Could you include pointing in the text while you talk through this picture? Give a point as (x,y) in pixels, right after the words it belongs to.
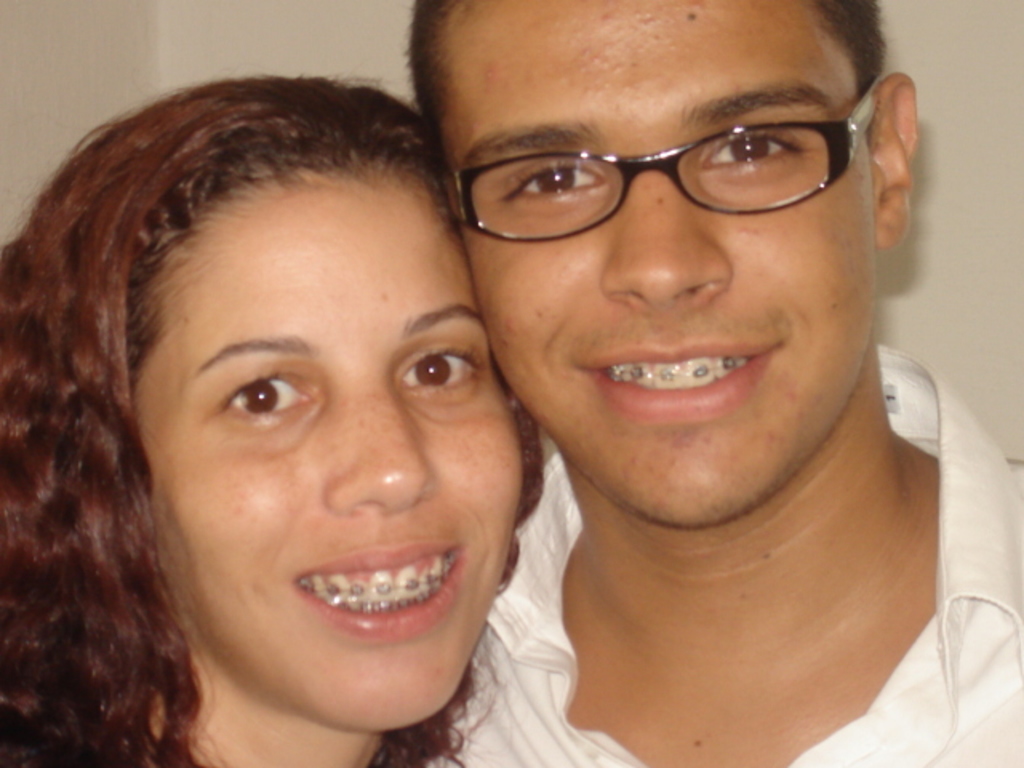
In this image we can see a man (684,283) and a woman (373,727). The man (679,721) is wearing a white color shirt (937,656). In the background (26,73), we can see the wall (942,168).
